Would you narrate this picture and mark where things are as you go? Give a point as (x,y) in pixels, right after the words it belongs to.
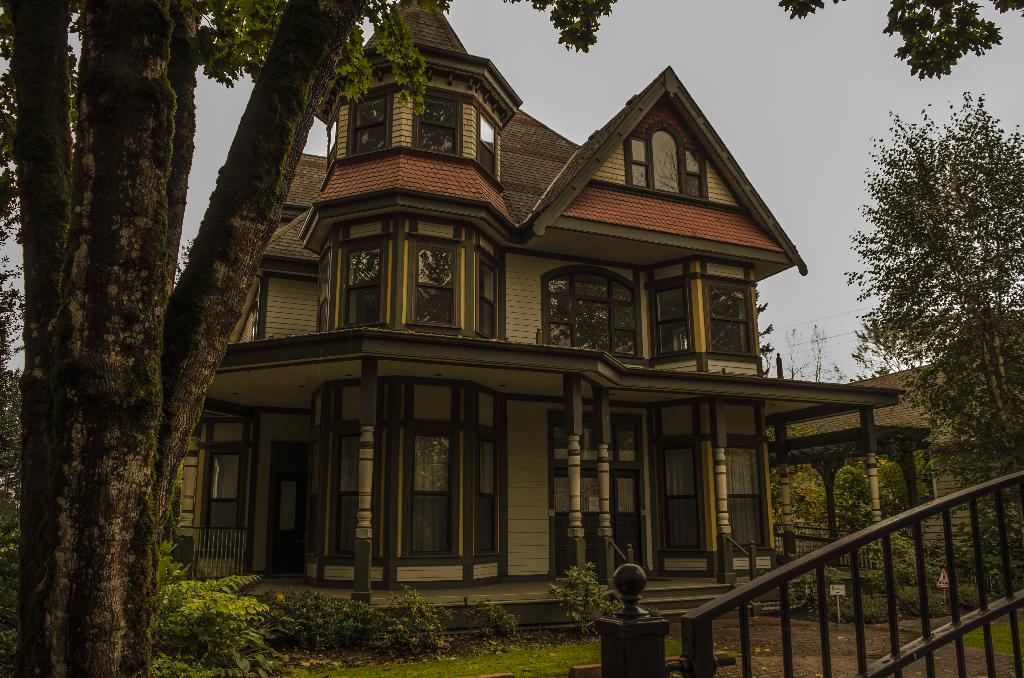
In this image I can see house (398,393), few trees (110,312) and sky (753,77). I can also see the entrance gate (643,651) of this house (353,260).
